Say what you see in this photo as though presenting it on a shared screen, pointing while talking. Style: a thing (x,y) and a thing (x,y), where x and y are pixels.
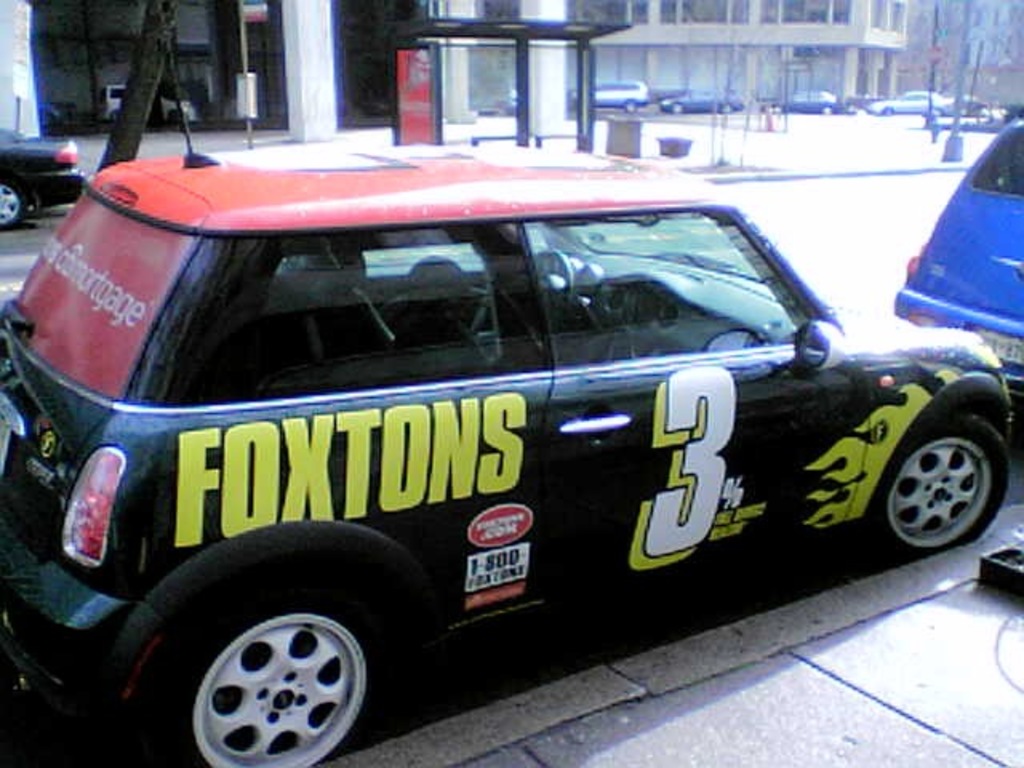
In this picture we can see vehicles (346,377) on the road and in the background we can see buildings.
